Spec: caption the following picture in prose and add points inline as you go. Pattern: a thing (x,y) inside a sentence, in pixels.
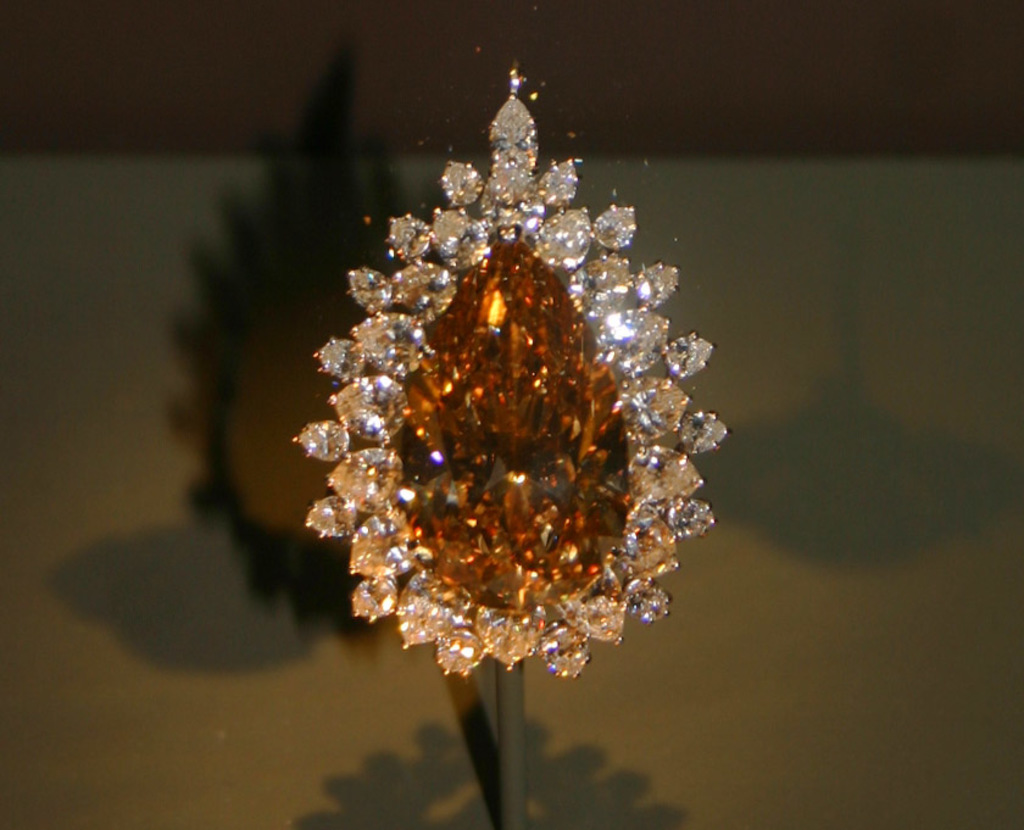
In this picture we can see an ornament (560,577) here, we can also see shadow (603,789) of the ornament (699,507).
